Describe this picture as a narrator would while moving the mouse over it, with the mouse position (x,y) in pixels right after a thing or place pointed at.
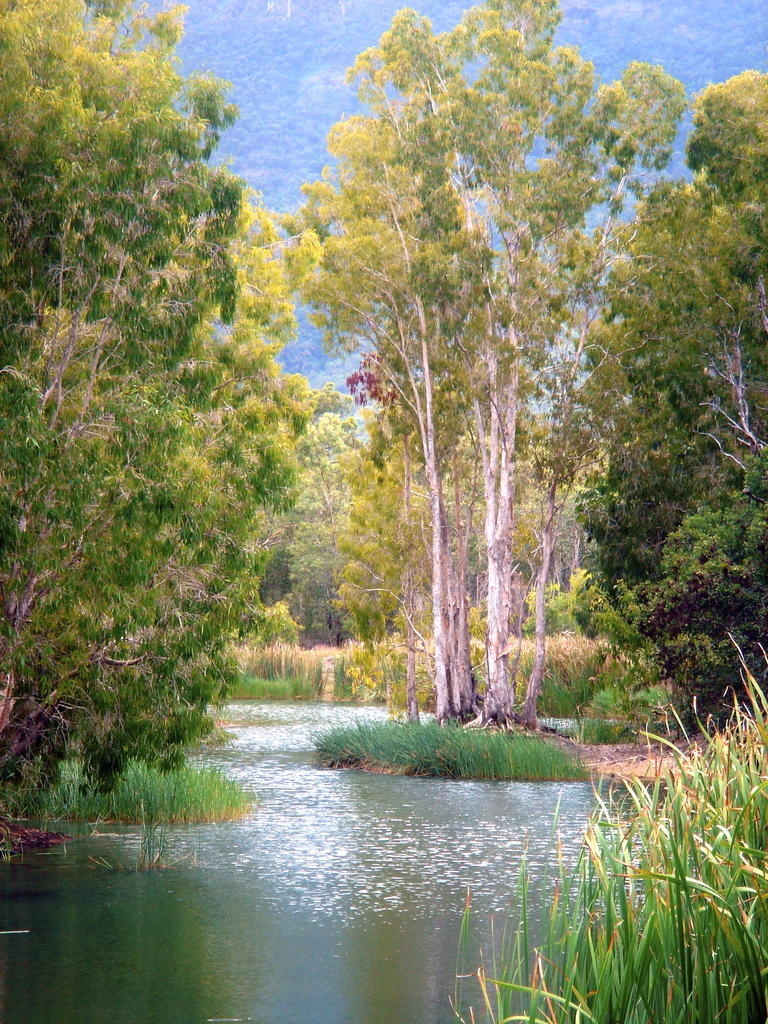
In this image, we can see trees (421,485), plants (690,853) and hills (279,205). At the bottom (281,898), there is water (297,802).
